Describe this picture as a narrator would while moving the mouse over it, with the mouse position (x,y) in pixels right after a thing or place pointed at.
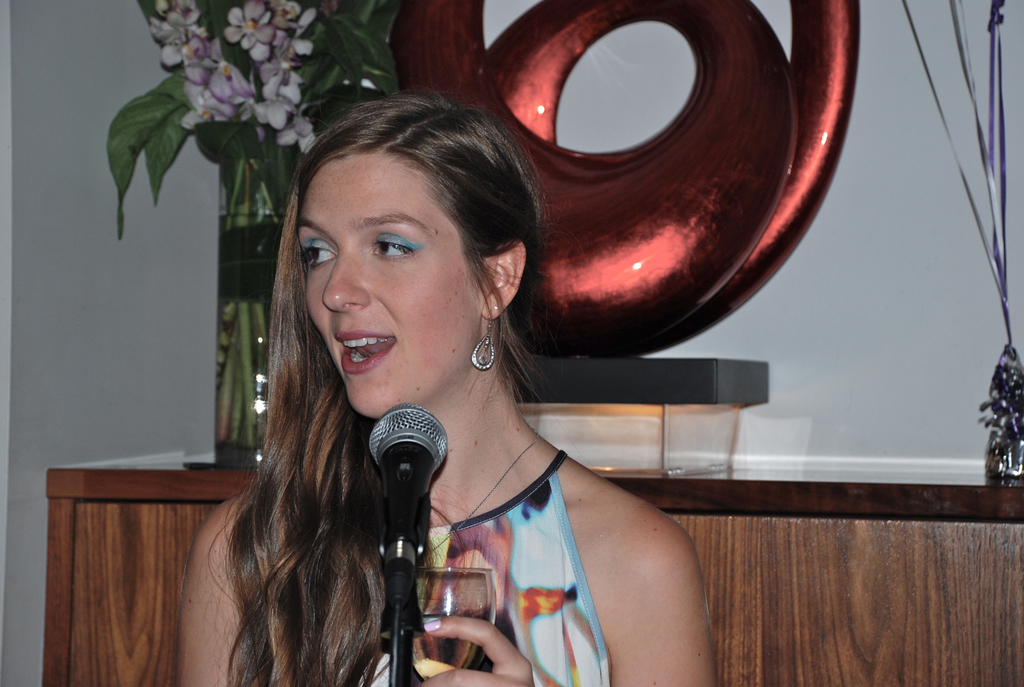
This picture shows a woman (578,595) seated and holding a wine glass (420,607) in her hand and speaking with the help of a microphone (427,526) and we see a flower vase (275,219) on the table (877,470).
